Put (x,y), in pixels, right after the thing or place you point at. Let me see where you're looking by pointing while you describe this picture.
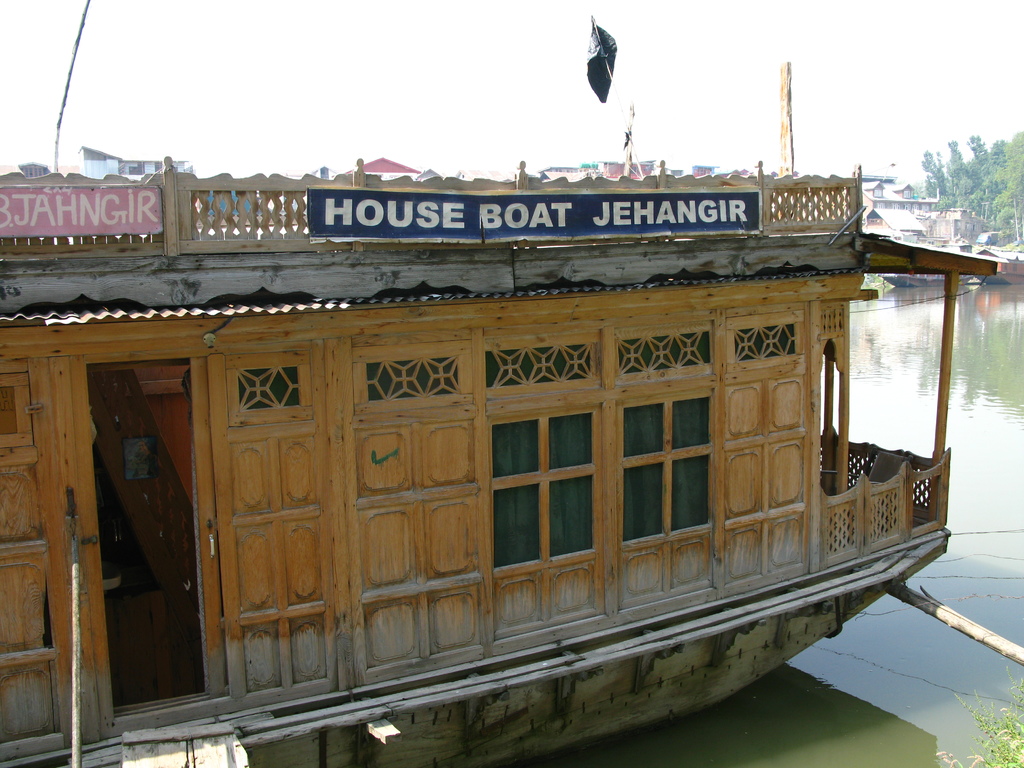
In this image we can see a boat (639,592) on the water (829,661). In the background (498,142) there are trees (943,188), sky (215,81) and plants (993,725).
